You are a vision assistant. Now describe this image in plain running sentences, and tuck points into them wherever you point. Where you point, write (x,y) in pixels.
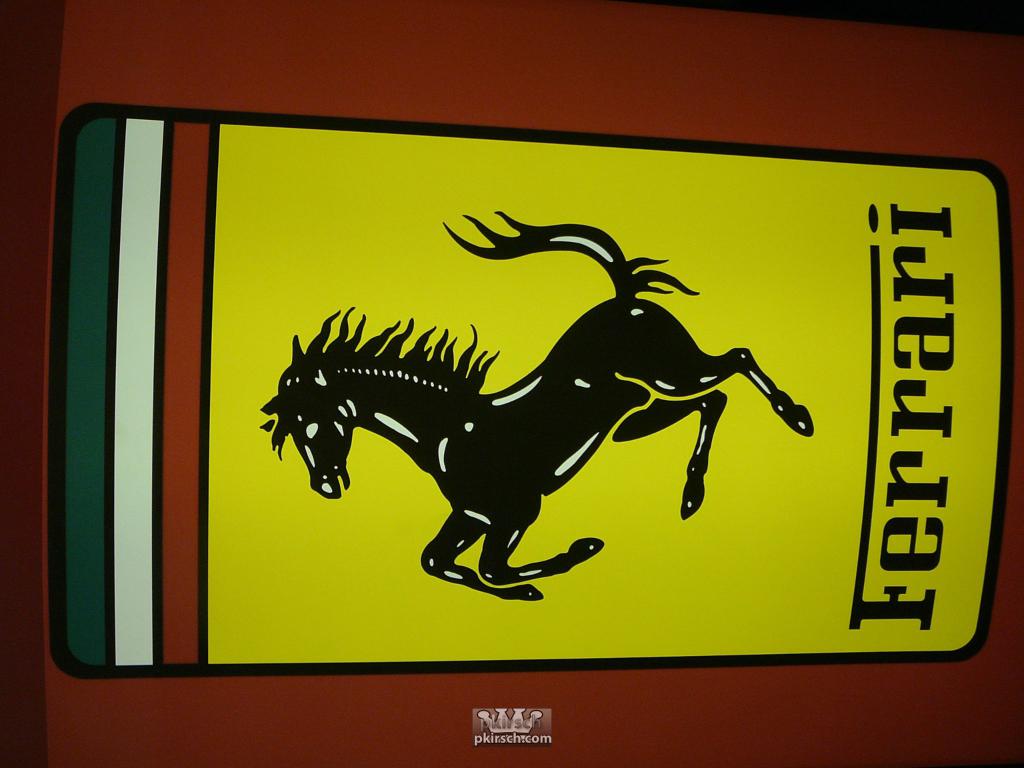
In the image in the center (430,355) we can see one object (481,438). On the object (469,470), we can see one horse image (460,481) and some text (865,489).
